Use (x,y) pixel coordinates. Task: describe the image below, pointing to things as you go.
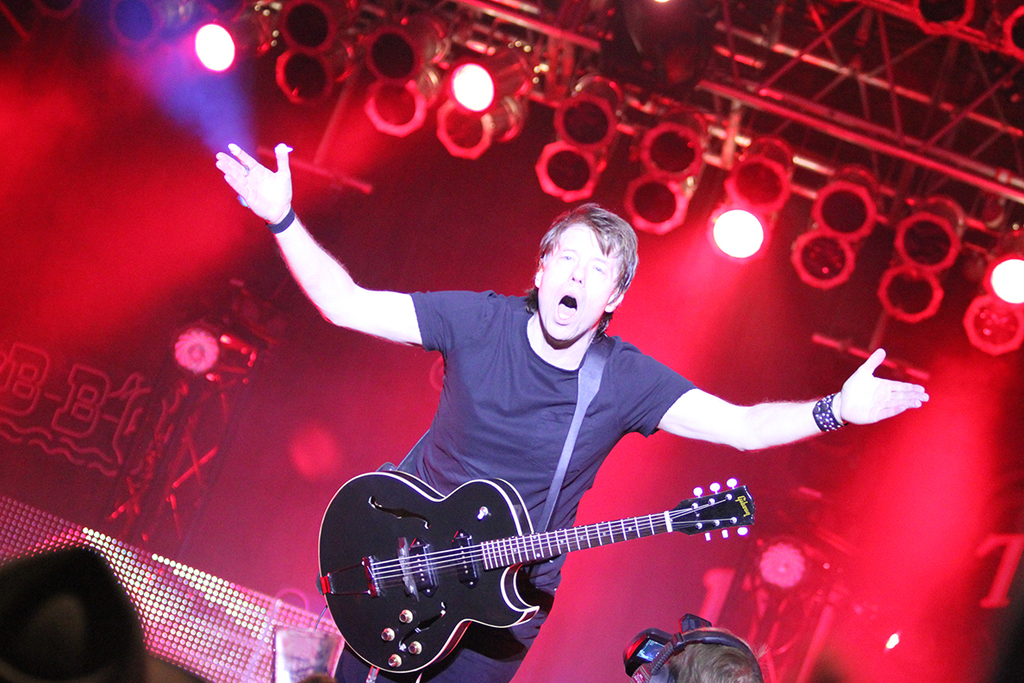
The picture contains one person (504,366) is wearing the guitar (470,574) and singing a song and background (679,261) is bright red.
